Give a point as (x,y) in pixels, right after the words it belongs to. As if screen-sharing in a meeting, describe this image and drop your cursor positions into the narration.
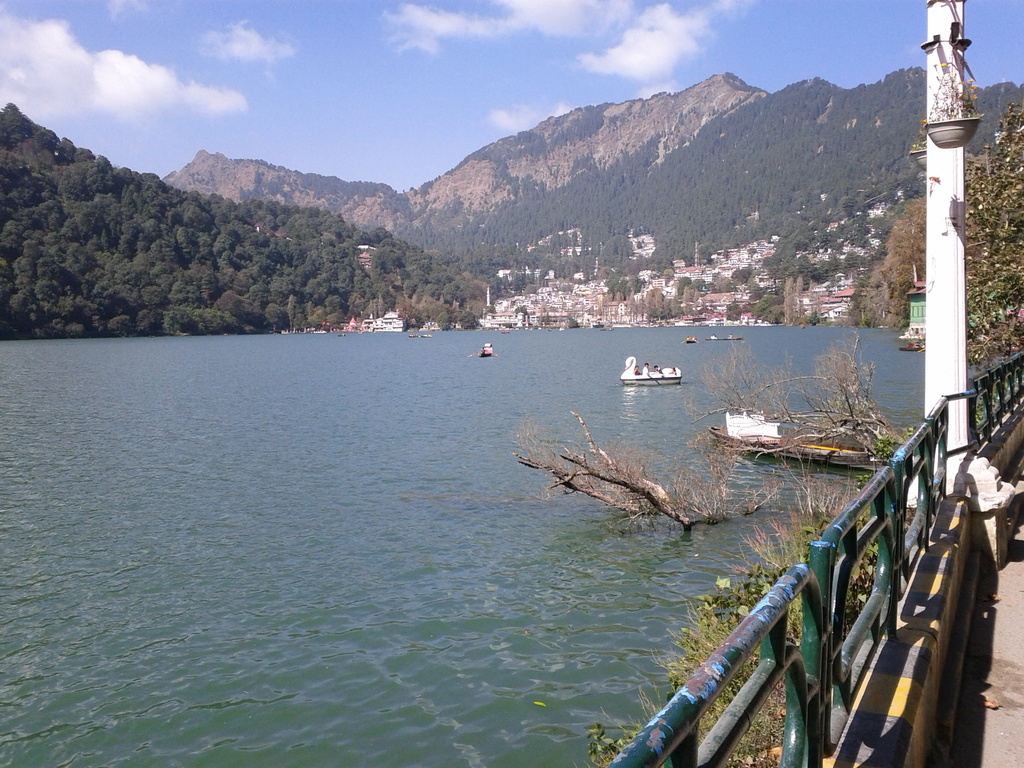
In this image we can see a few boats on the water (507,424), there are some buildings (644,279), trees (644,226), mountains (878,179), potted plants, fence (879,479) and a pole (954,181), also we can see the sky (238,17) with clouds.
